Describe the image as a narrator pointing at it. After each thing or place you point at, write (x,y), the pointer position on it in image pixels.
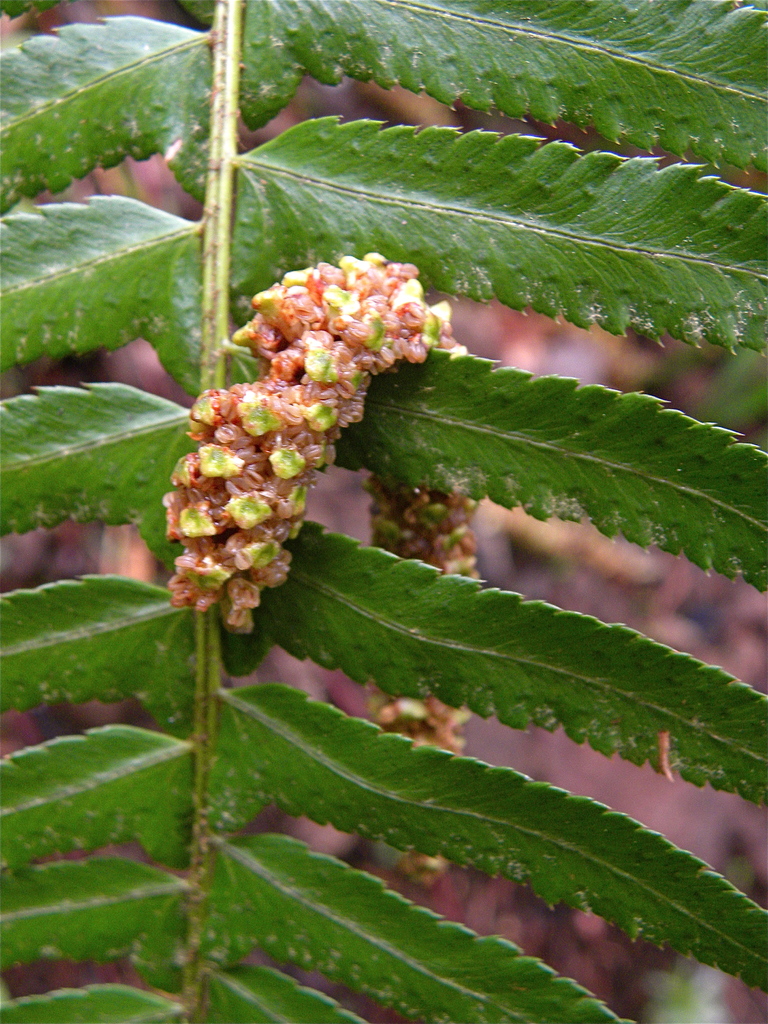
In this image we can see group of leaves (260,729) on a stem (208,222) of a plant (218,244).
